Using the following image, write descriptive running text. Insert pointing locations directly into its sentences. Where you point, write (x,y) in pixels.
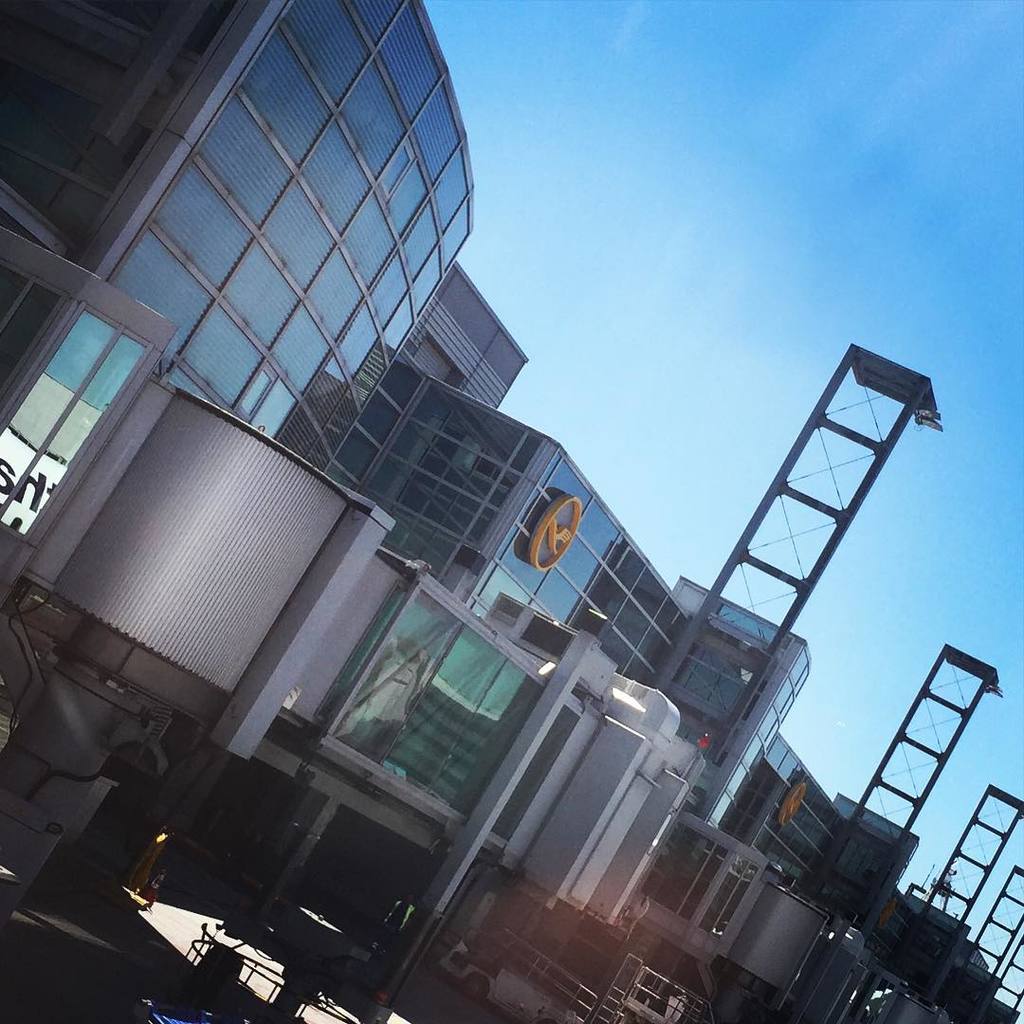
In the center of the image (474,548) there are buildings (502,572). In the background (678,288) there is sky (846,237).
